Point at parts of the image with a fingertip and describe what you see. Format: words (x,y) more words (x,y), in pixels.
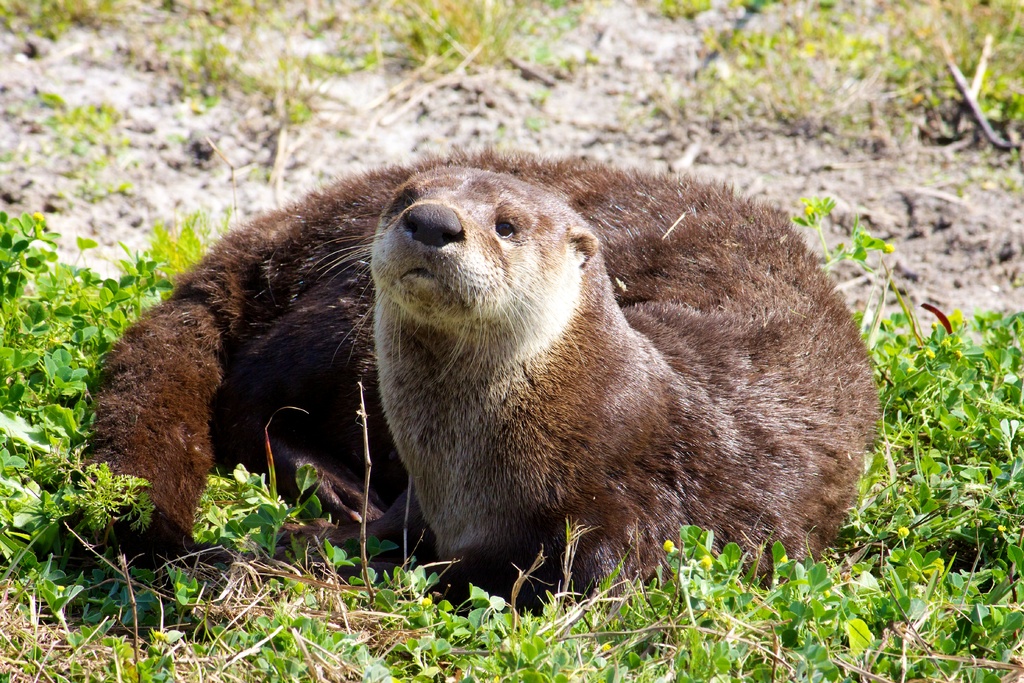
In the image i can see an animal (506,381) which is in brown color is resting on grass (433,609).
